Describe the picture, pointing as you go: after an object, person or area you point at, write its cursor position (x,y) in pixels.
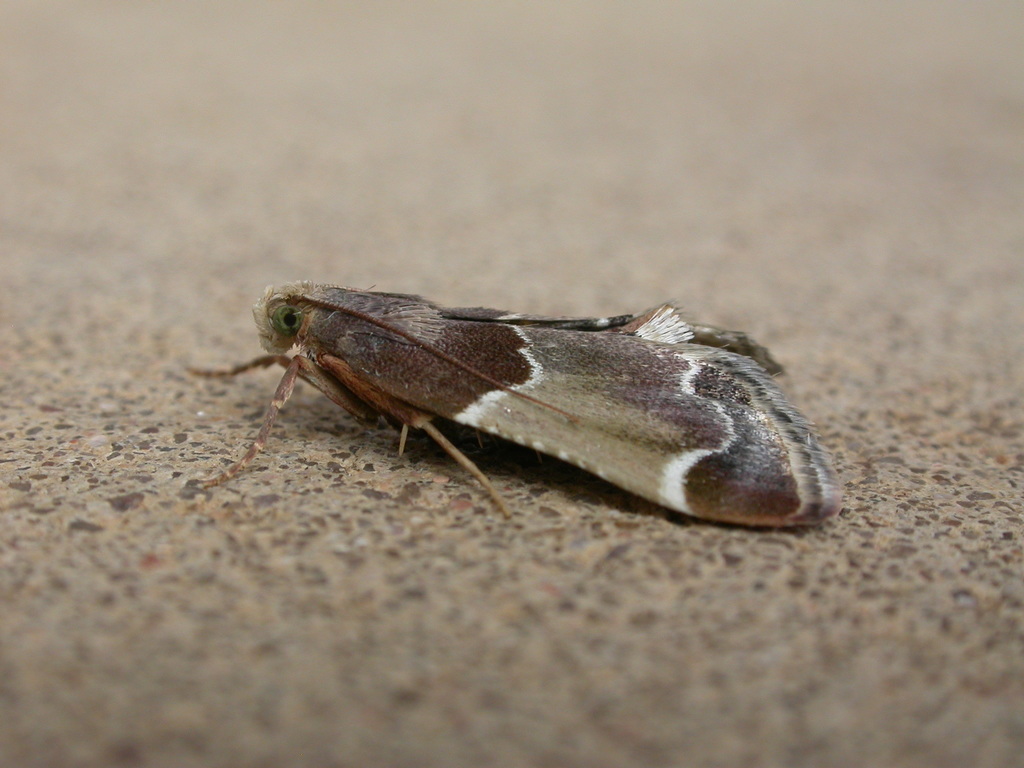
In this image we can see an insect (493,399) on the surface (821,421).
